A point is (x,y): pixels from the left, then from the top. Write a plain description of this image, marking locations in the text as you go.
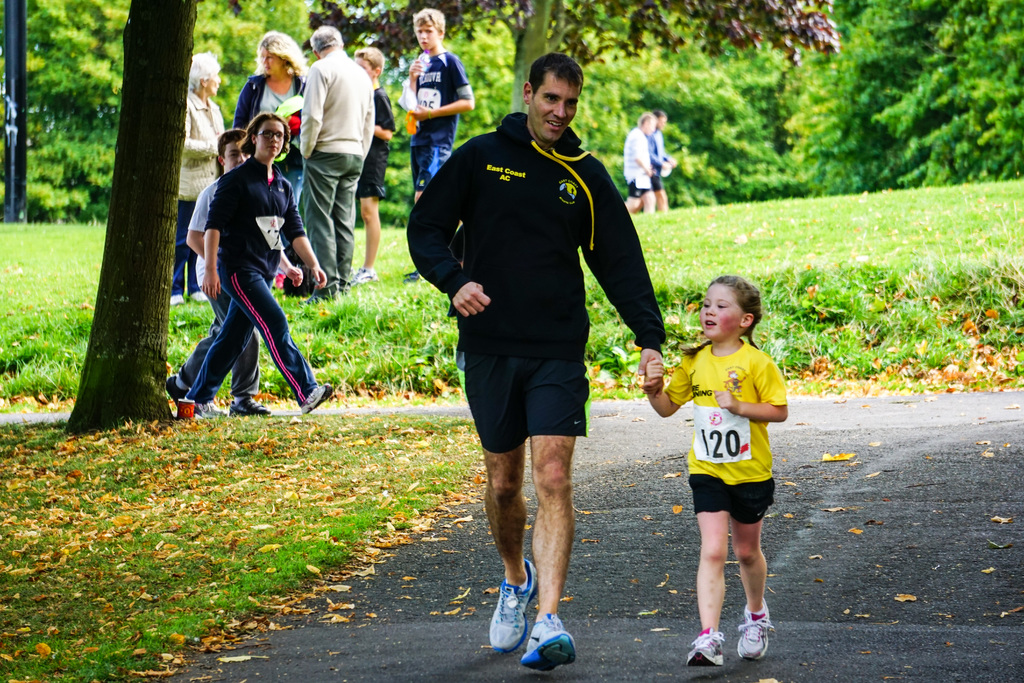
In this picture we can see four people (696,465) walking on the road (627,464), dried leaves (337,502) on the grass (223,430) and in the background (112,148) we can see some people (434,51) and trees (231,72).
